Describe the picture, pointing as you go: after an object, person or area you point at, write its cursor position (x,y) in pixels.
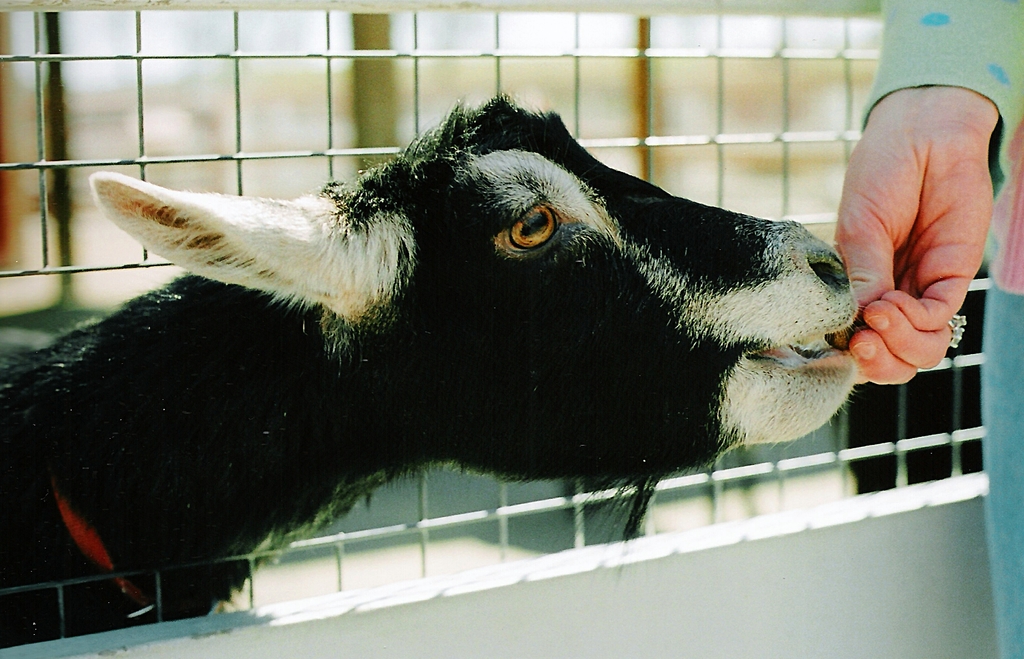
There is one person (888,280) feeding a goat (568,336) as we can see in the middle of this image (541,342), and there is a fencing (636,135) in the background (577,487).
